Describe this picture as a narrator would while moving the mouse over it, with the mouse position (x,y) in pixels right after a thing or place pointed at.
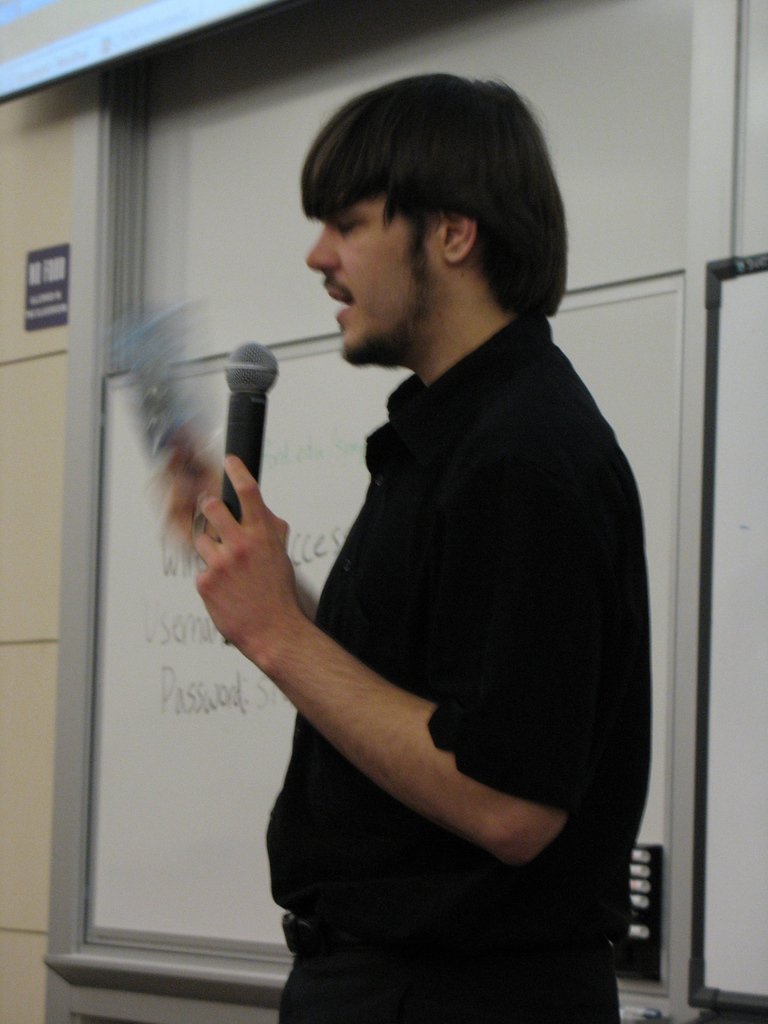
This image consists of a man (388,544) who is wearing black shirt (464,761), he is holding mic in his hand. There is a white board (614,389) behind him. He is talking something.
